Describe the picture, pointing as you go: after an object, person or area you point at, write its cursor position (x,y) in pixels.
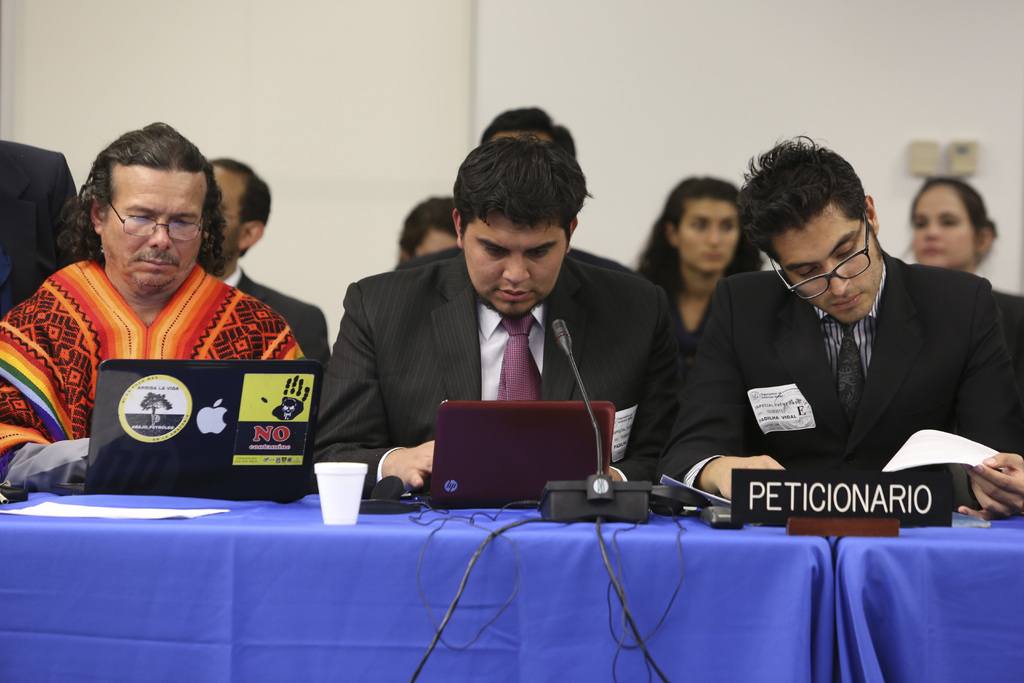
In this picture I can see there are few people (432,284) sitting and they have a table (658,550) in front of them and in the backdrop (700,223) there are two women (718,227) sitting and there is a wall (438,102).
